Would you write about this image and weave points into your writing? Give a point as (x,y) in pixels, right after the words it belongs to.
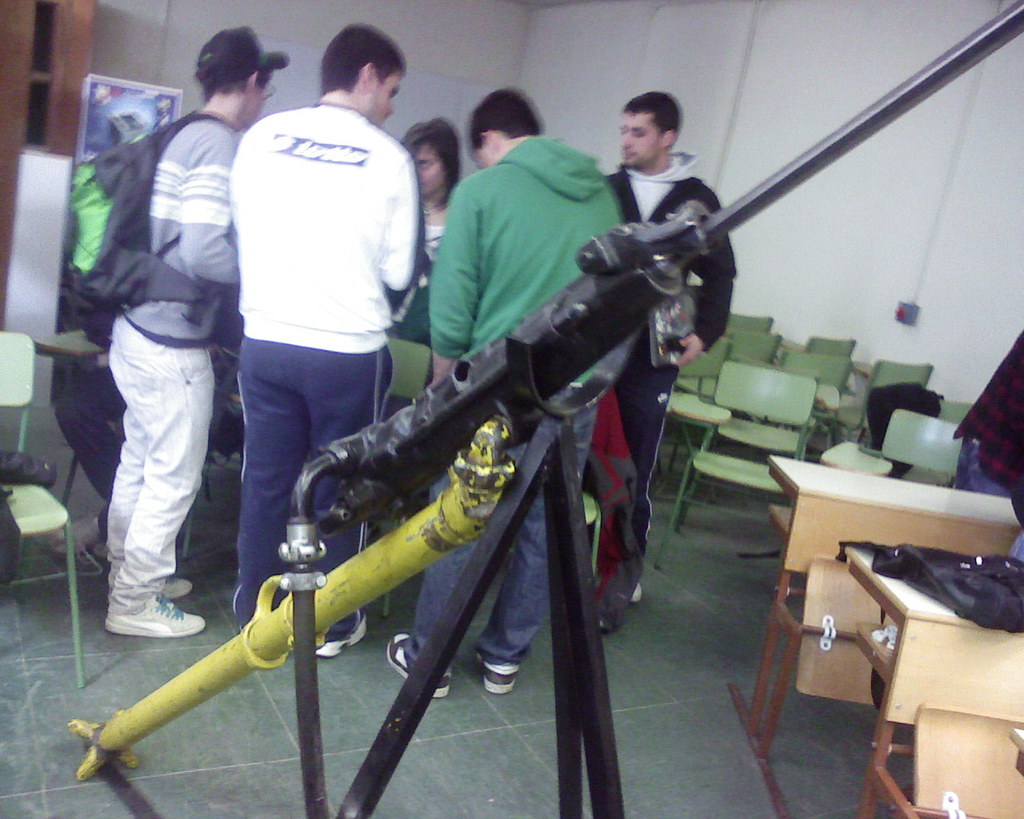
In the middle of the image (599,401) few people (398,306) are standing. Bottom right side of the image (937,750) there are some chairs (1023,666). Top right side of the image (877,69) there is a wall (828,18). Top left side of the image (72,16) there is a cupboard (30,7).
